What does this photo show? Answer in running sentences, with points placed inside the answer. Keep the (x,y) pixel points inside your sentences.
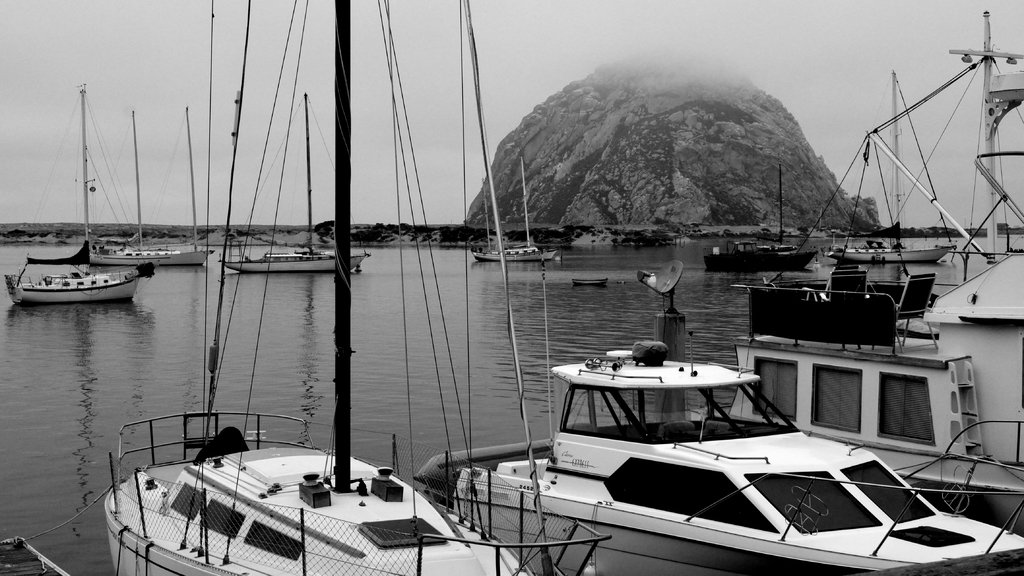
In this image we can see water (554,360), boats (996,537), and a hill (656,98). In the background (23,152) there is sky (864,112).
